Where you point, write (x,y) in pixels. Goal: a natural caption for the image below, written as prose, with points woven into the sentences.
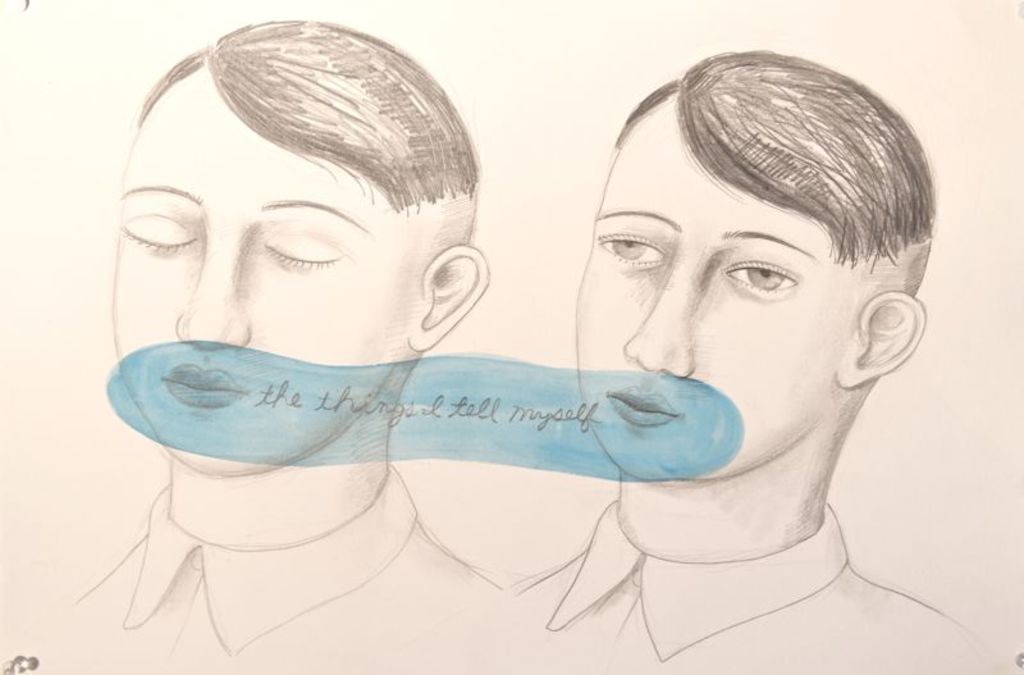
In this picture we can see pencil drawing (783,488) of two persons (770,396). Here we can see something is written on the blue color object (505,388).
